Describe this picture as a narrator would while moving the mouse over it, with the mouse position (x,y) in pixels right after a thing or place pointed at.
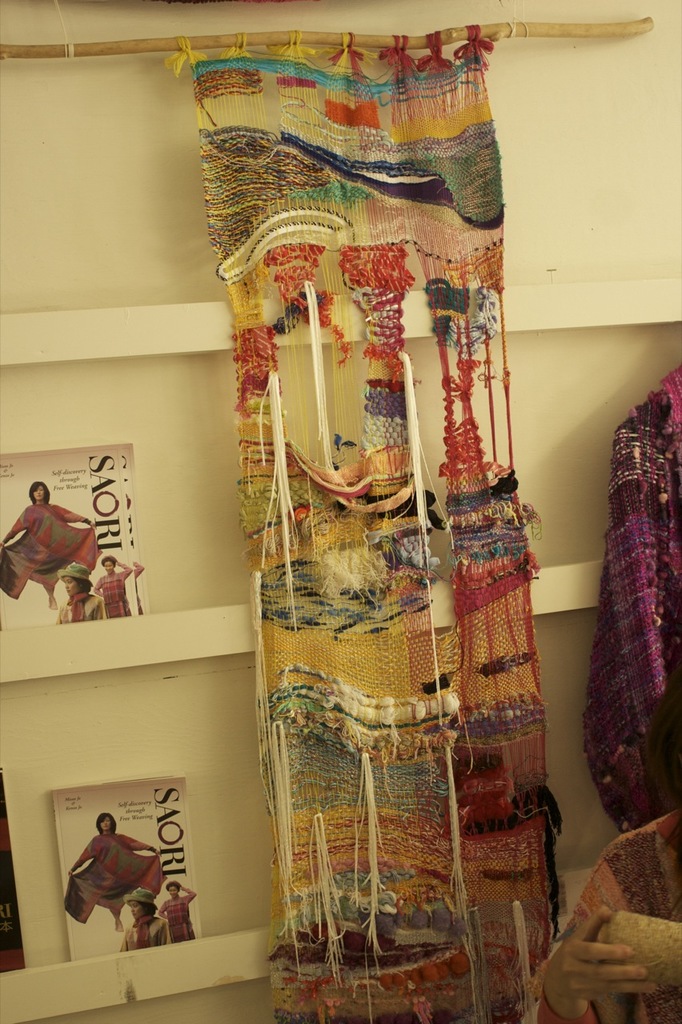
In this image we can see the shelf (25,670) with the flyers (98,809). We can also see a cloth (436,307) which is hanged. On the right (608,528) we can see the clothes (618,564) and also a person (633,870) holding an object (615,930).
